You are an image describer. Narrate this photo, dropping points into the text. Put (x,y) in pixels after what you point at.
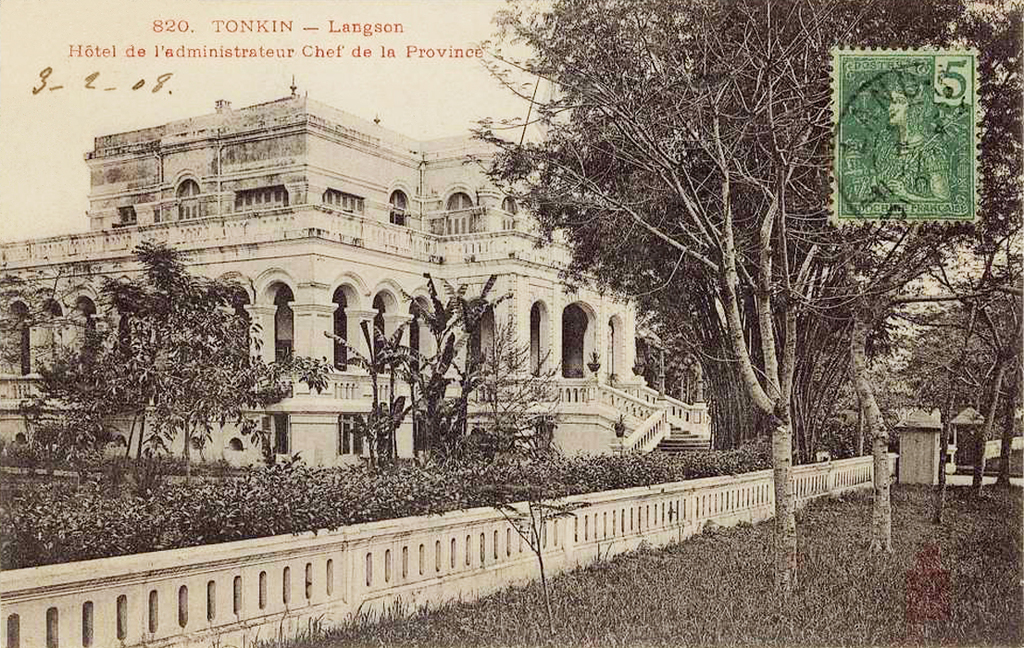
This is a black and white image where we can see trees (791,364), plants (502,440), fencing (660,504), grassy land (824,597) and building (396,267). At the top of the image (872,132), there is some text (317,53) and one stamp (860,108).
